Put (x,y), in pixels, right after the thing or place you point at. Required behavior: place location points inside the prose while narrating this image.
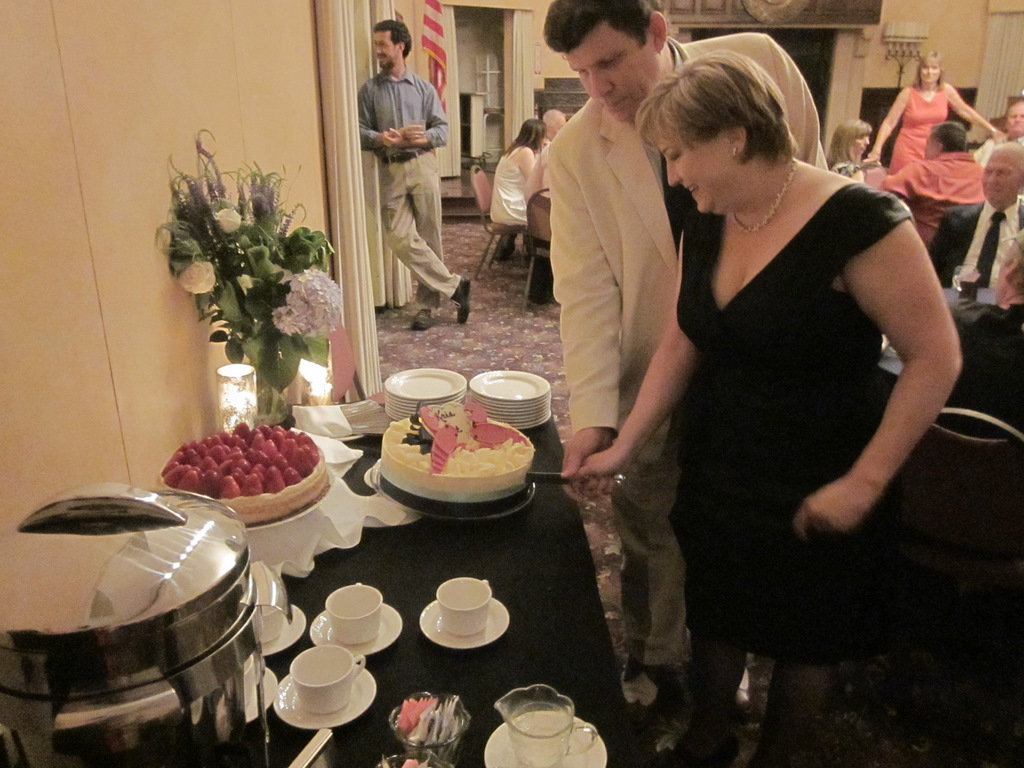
As we can see in the image there is a wall (38,130), few people (1012,284) sitting on chairs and there is a table (399,583). On table (457,527) a cake (452,469), plates (489,386), bouquet (300,277), cups (371,606), saucers (376,619) and bowls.
